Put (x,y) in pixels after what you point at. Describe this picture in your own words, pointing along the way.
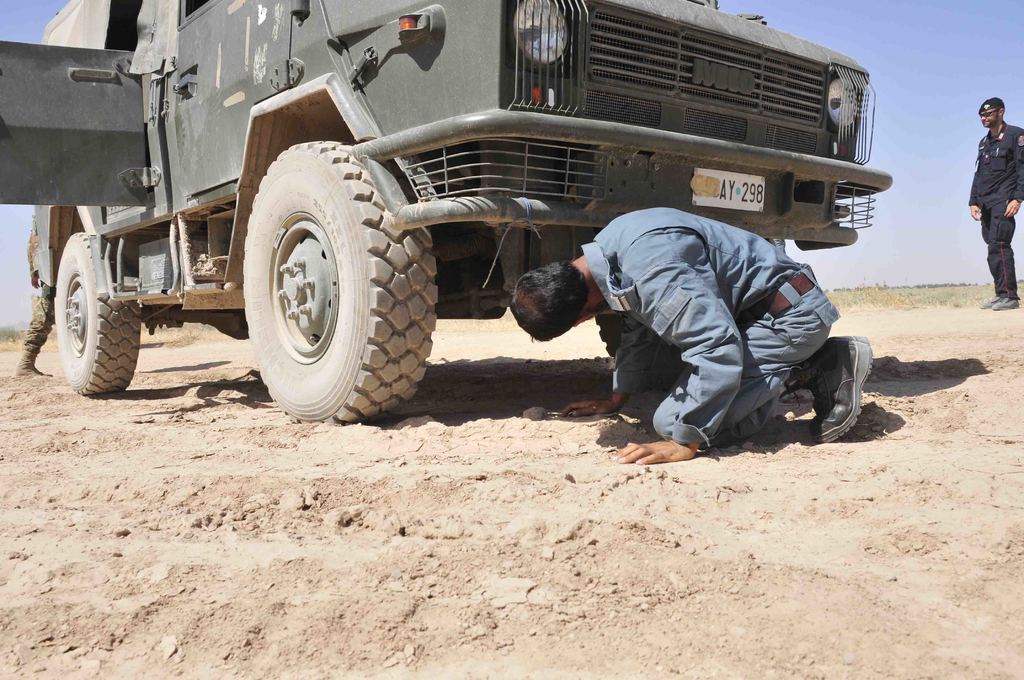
This image consists of a vehicle (306,88) in green color. In the front (746,432), there is a man (748,407) sitting on the ground (638,423) on his knees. On the right (991,217), the man (987,190) standing is wearing a black dress (988,254). At the bottom (321,609), there is ground (357,574). At the top (917,12), there is sky (926,36).
